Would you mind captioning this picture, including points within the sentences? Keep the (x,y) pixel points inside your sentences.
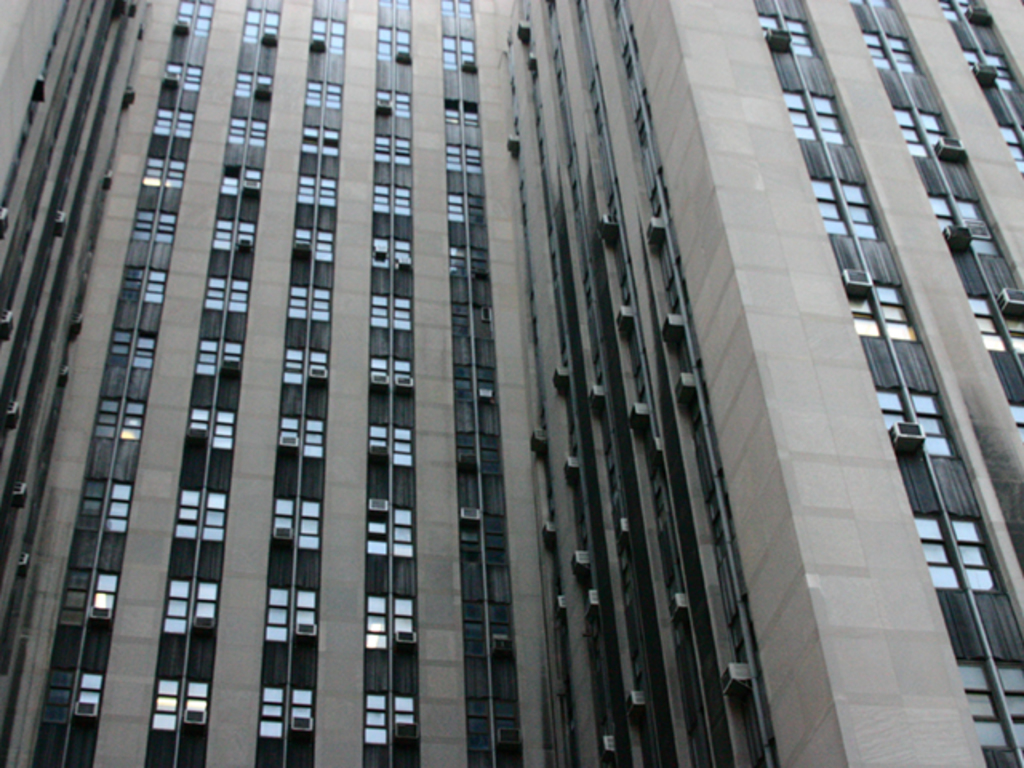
Here in this picture we can see a building (459,87) with number of glass windows (246,234) and AC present over there.
